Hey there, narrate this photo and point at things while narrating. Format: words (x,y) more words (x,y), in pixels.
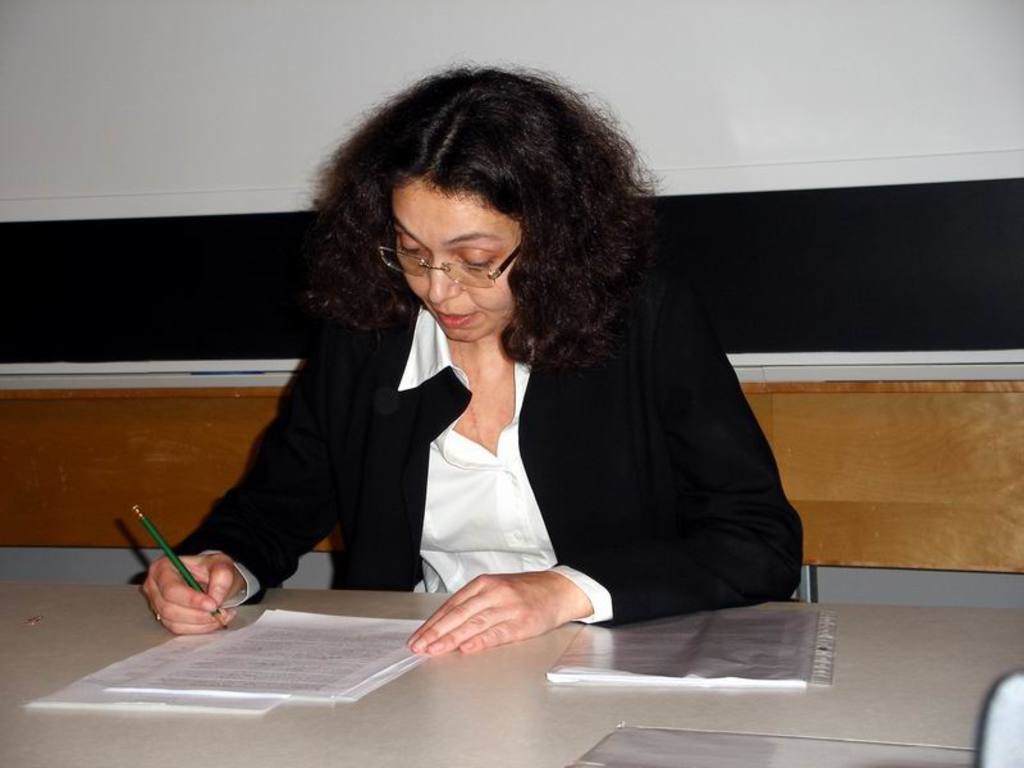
As we can see in the picture that a woman (520,456) sitting on a chair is wearing a black color jacket (559,487) and spectacles (460,279). She is having a short hair (531,284), she is holding a pencil (154,532) in her hand (173,581) and writing something on a paper (242,652).
